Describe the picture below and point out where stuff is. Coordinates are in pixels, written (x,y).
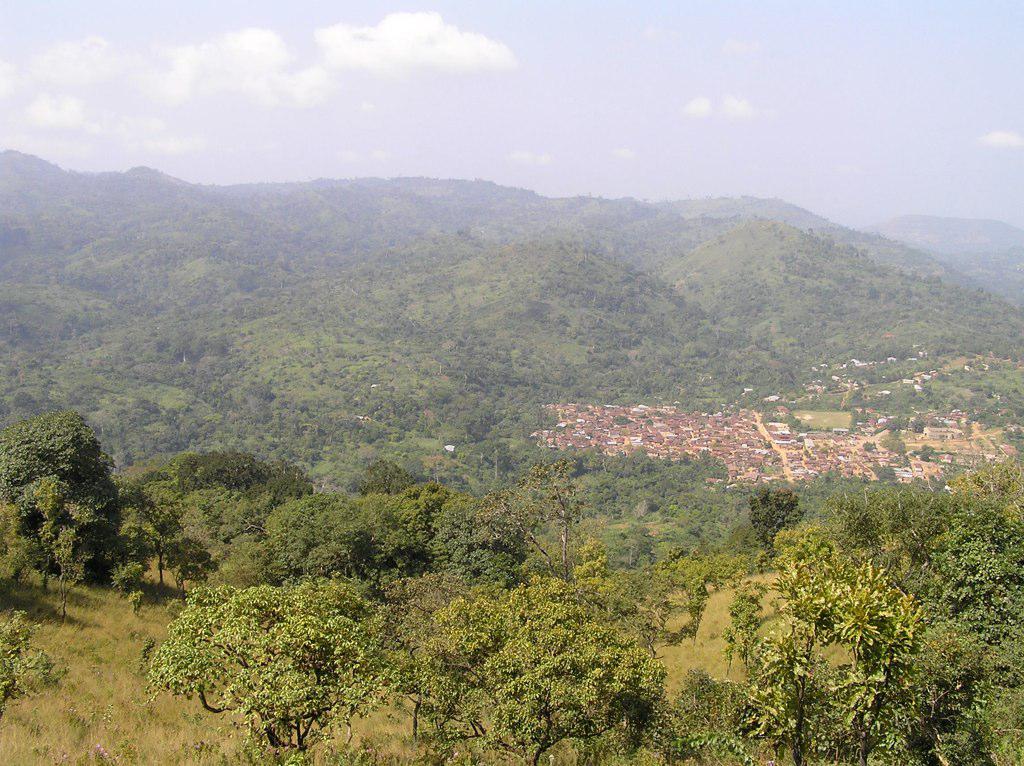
In this image there are trees (625,506), hills (529,211) and sky (677,181). We can see sheds (639,410).
